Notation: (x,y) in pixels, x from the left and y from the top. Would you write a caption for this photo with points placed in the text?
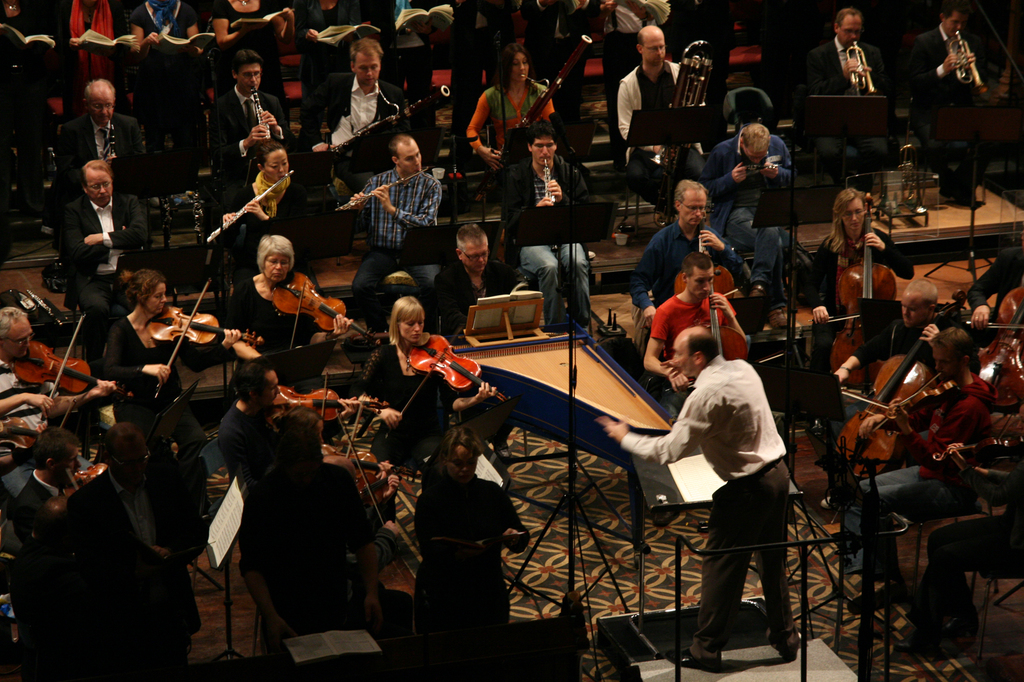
In this image we can see many people (762,411). Some are standing and some are sitting. Some people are holding books (89,49) and some people (838,222) are playing musical instruments (518,349). There are stands (520,320) with books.
